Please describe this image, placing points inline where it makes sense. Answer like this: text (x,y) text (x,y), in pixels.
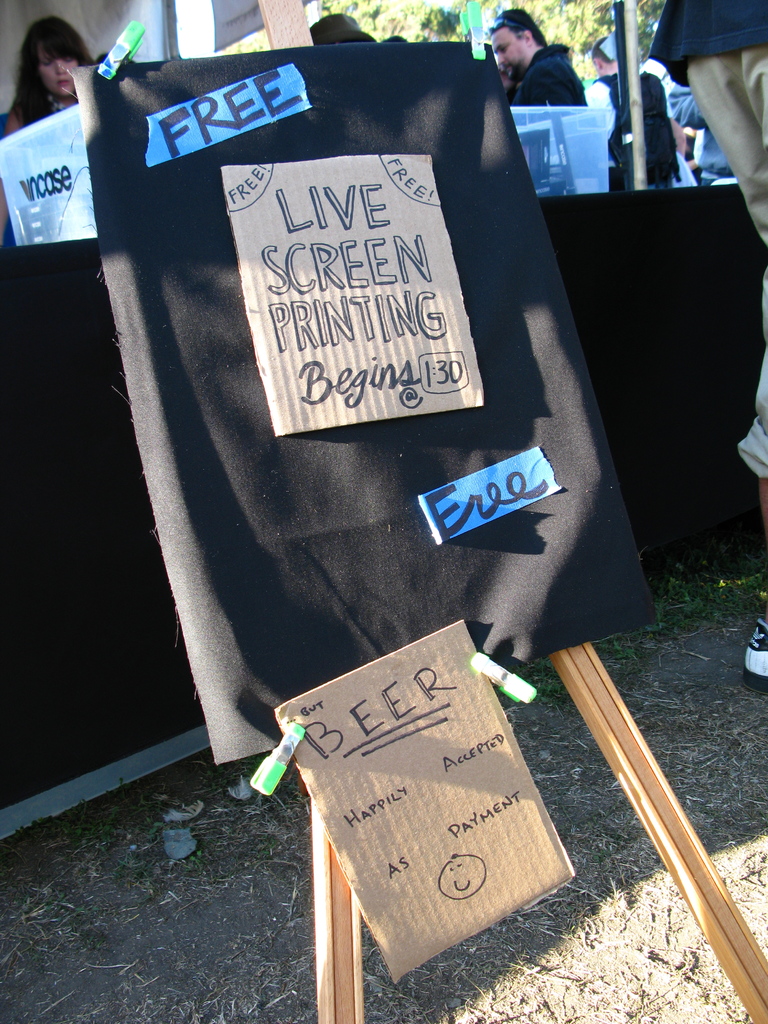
On this stand (508,442) there is a black cloth (494,414), boards (329,413) and stickers (485,496). These are clips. Background (601,71) we can see people (753,178), hoardings (72,147) and tree (577,5).
